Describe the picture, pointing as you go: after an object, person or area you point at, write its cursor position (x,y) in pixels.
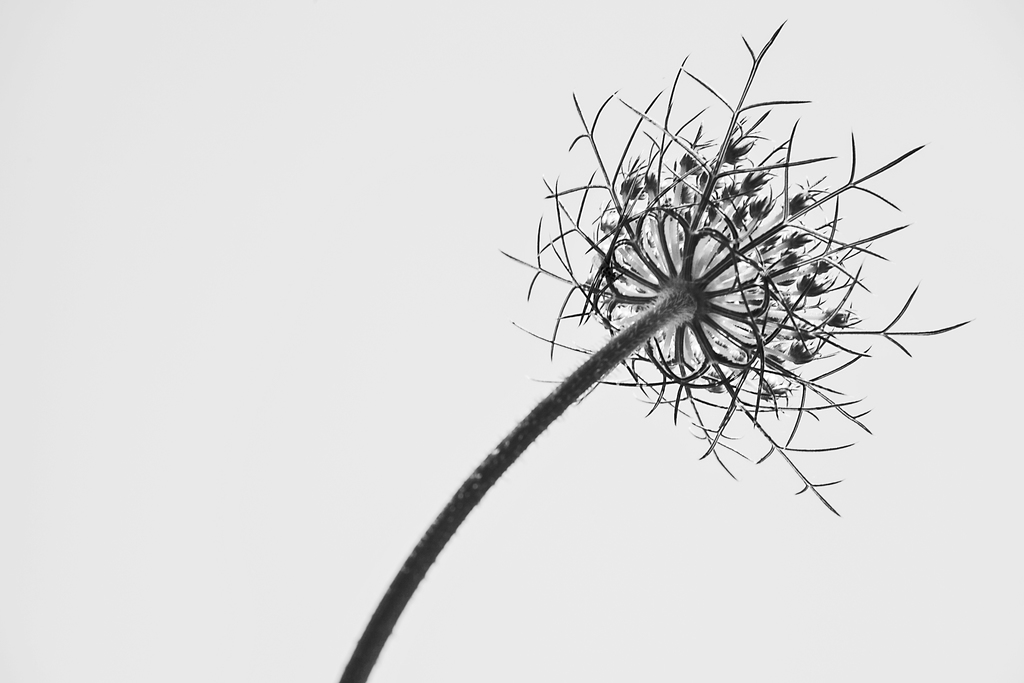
In this image, in the middle (664,317), we can see a flower (831,355). In the background (606,203), we can see white color.
